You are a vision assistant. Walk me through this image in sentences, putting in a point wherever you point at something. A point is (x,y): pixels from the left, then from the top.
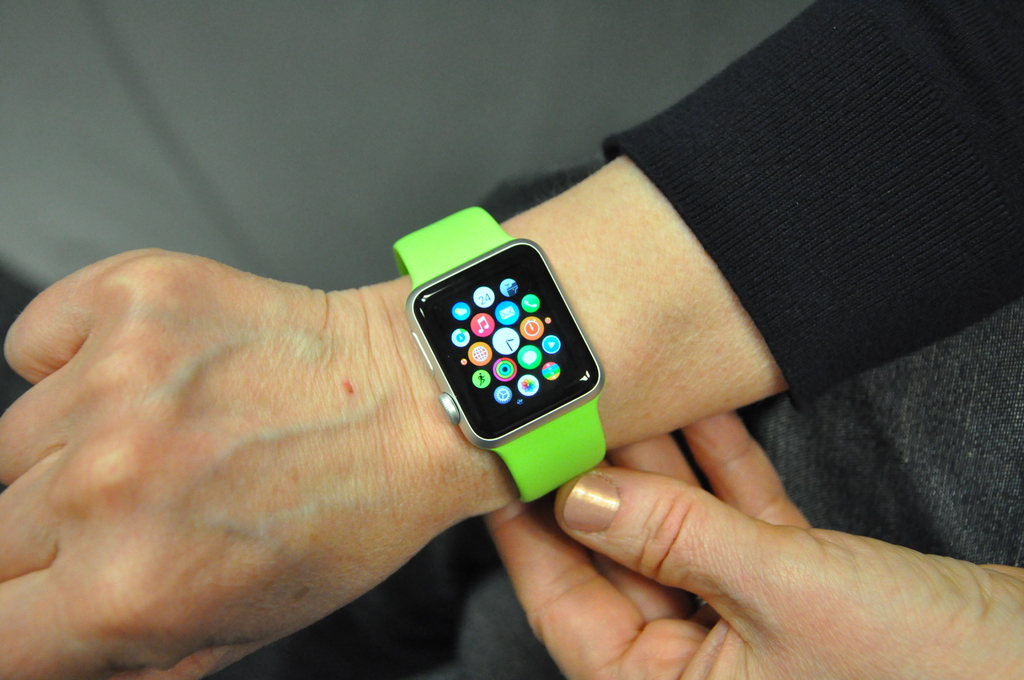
In this image I can see a person (793,163) and a digital watch (513,404). This image is taken may be during a day.
